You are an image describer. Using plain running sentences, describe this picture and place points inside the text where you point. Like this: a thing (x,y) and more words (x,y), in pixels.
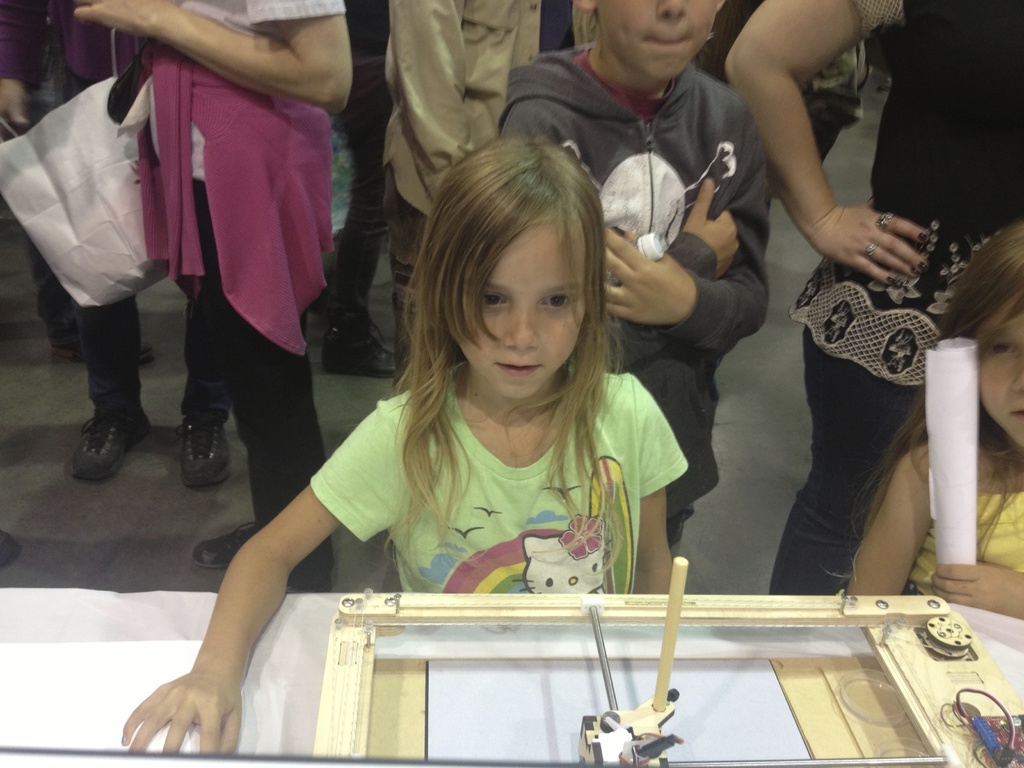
In this picture we can see some persons (826,327) are standing on the floor (109,527). And this is table (122,679).
